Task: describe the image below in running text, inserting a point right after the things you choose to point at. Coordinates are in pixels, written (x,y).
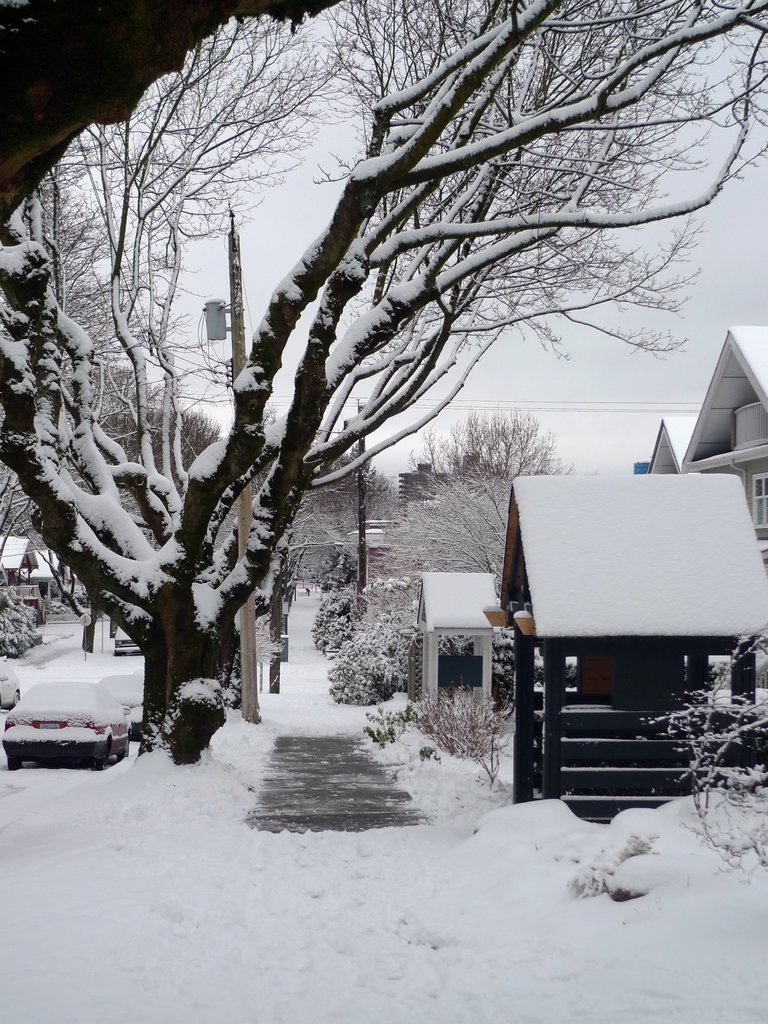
At the bottom of the picture (492,848), we see the road (368,838) which is covered with the ice (437,836). On the right side (740,385), we see the trees (455,543) and the buildings (596,529). On the left side (16,726), we see a red car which is covered with the ice (91,701). Beside that, we see a tree (158,683) and the electric poles (360,560). There are trees (20,522) and a building (38,577) in the background (39,543). At the top (337,182), we see the sky (611,468) and the wires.
